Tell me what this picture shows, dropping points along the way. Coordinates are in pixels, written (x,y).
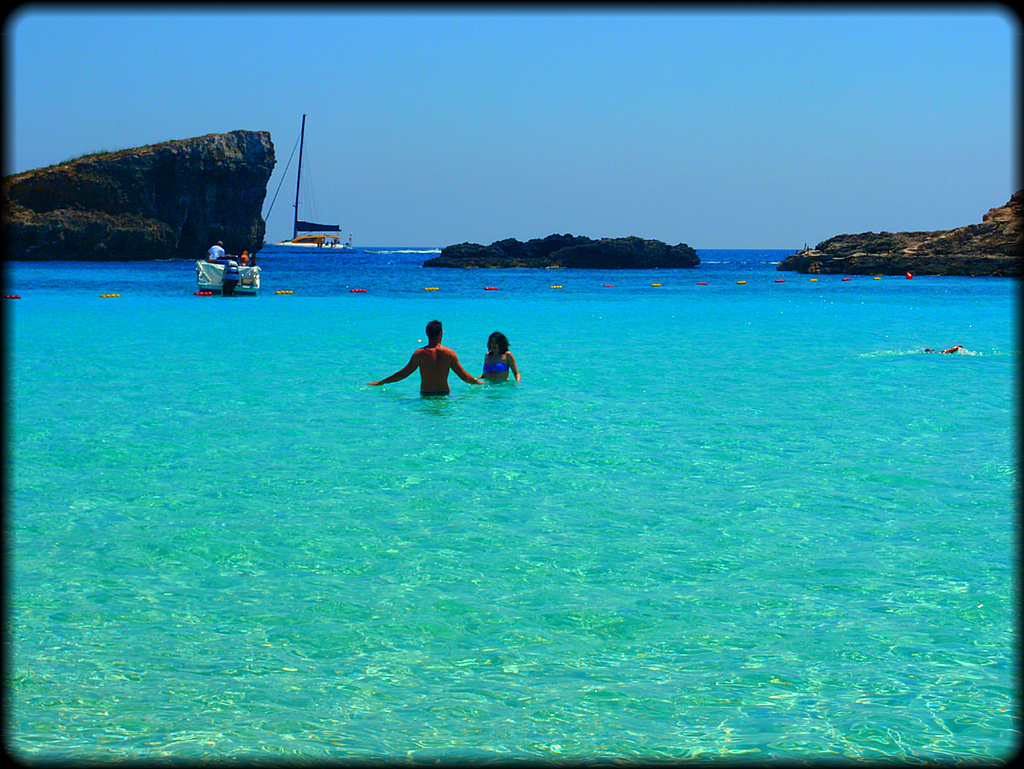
In this image we can see few people (484,371) swimming in the water (523,426) and there are two boats (251,270) and few people (222,249) in a boat (231,273), there is a mountain (140,196) and an island (585,251) and sky (596,130) in the background (637,136).
